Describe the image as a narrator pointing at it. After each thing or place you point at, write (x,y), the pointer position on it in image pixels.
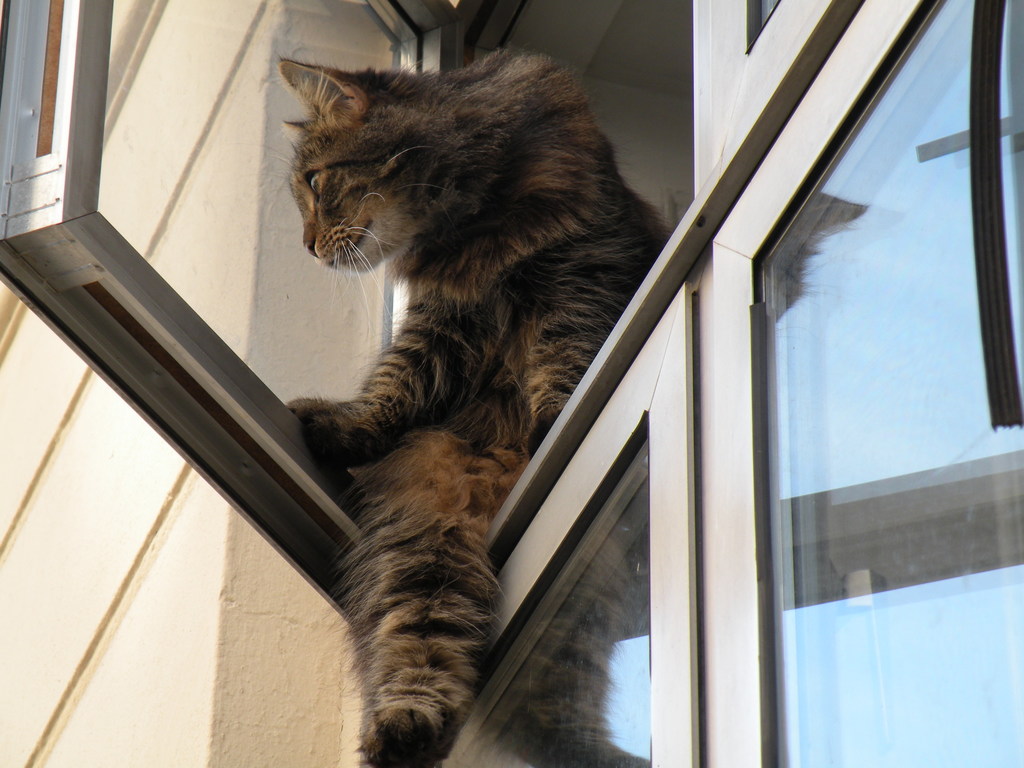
In the center of the image (524,346) we can see a cat (510,313) sitting on the window (538,472). On the left (241,656) there is a wall (131,628).
